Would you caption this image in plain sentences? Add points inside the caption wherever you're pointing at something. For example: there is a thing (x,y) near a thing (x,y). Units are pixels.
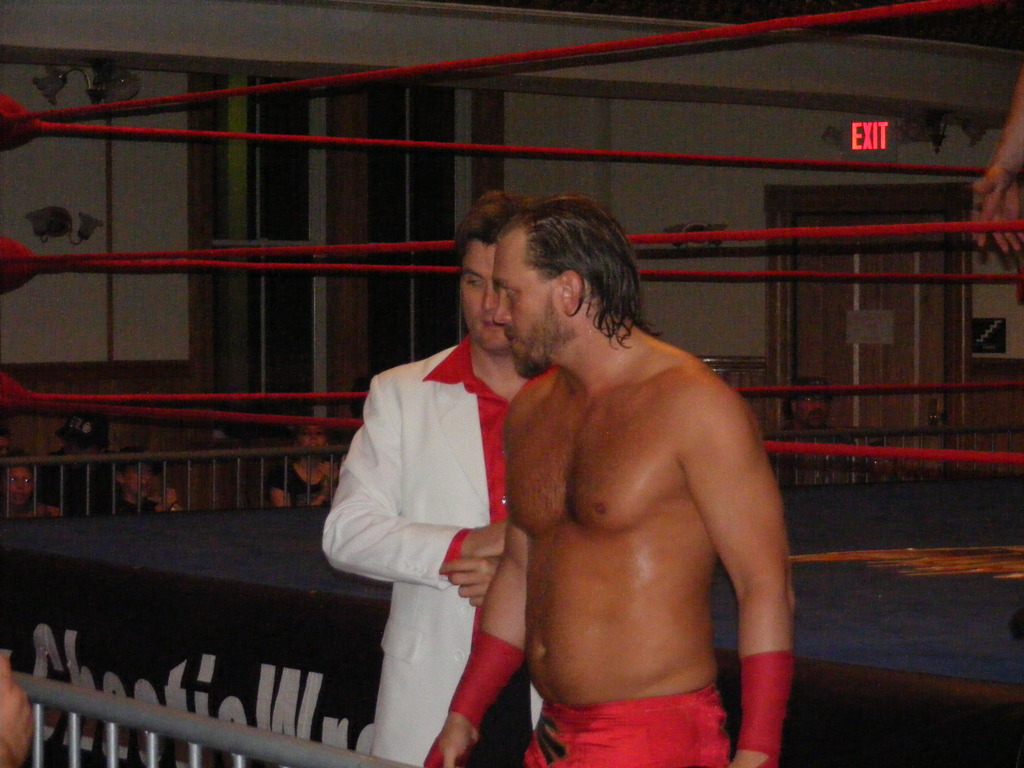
Here men (527,559) are standing, this is door (868,297), this is boxing ring (902,580).
